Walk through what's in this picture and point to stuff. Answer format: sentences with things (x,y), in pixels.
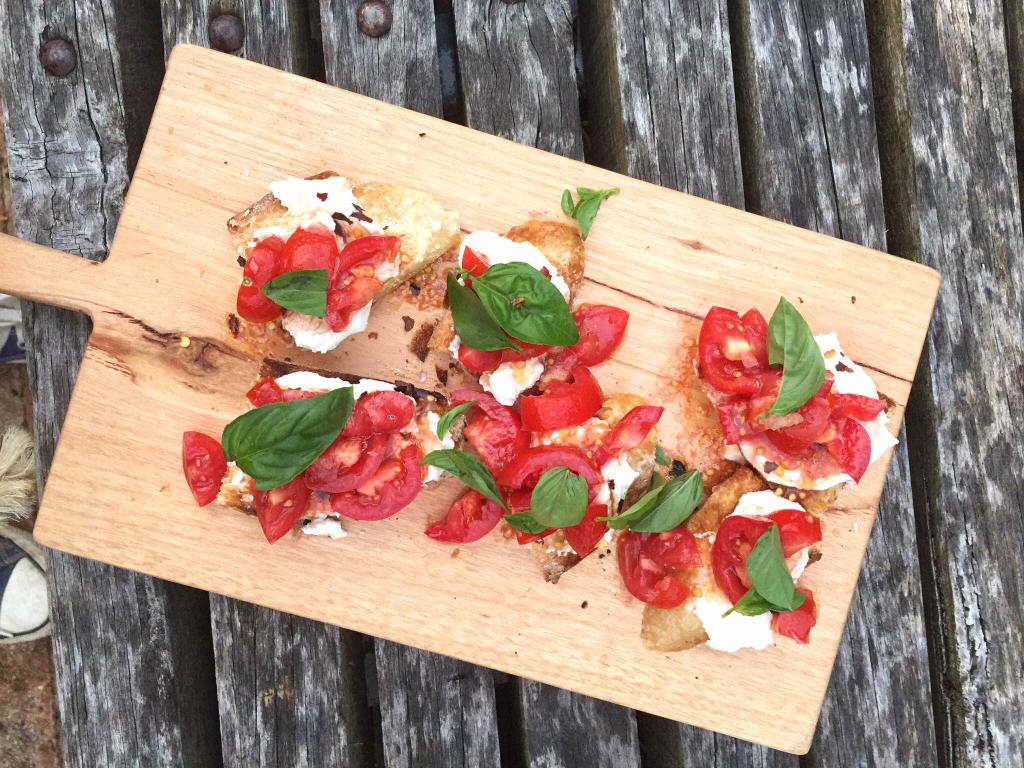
In this image there is a wooden table (961,239), on that there is a chopping board (685,210), on that there are fruits (392,482) and leaves (451,412).
